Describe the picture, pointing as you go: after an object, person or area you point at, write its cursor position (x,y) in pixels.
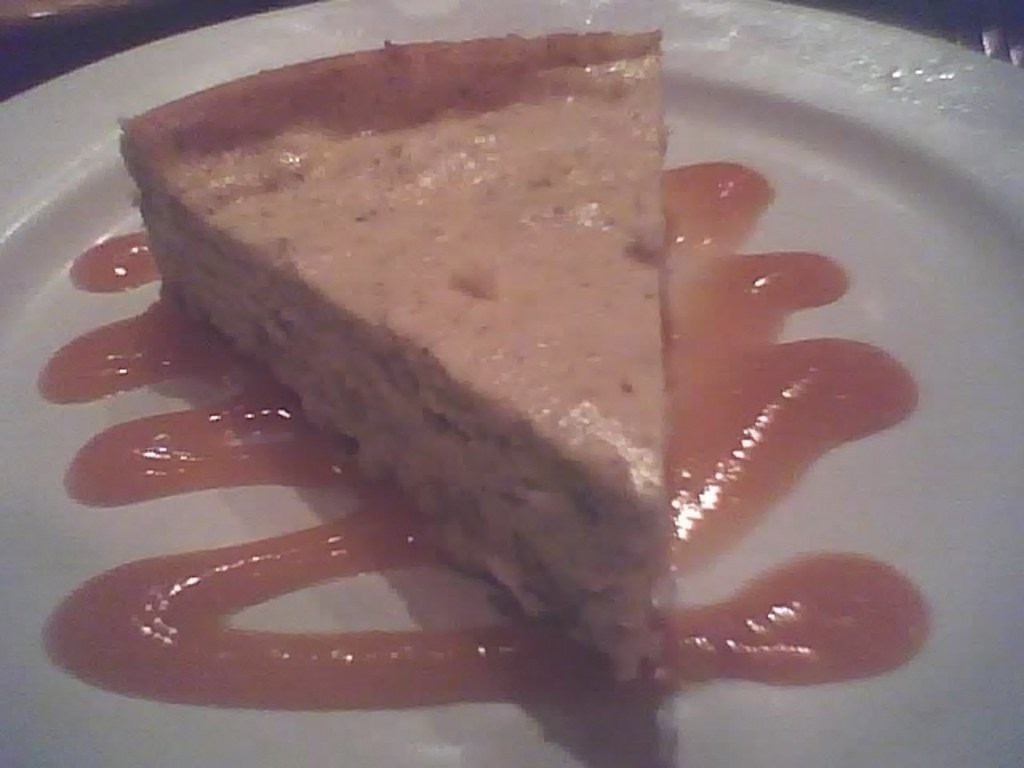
In the image we can see a plate (999,438), white in color. On the plate (401,6) there is a food item (419,279) and a sauce (773,425).
